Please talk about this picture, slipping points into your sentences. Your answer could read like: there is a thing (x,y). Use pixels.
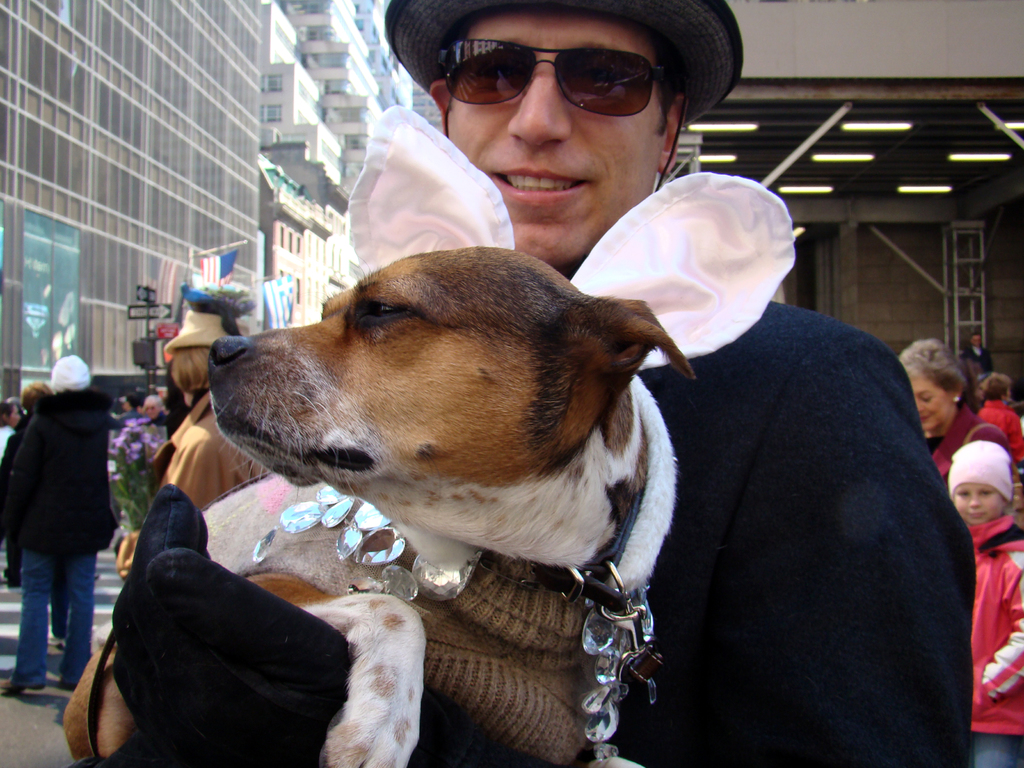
In this image i can see a man (584,151) is holding a dog (413,461) in his hands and a group of people (51,434) are standing on the road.
